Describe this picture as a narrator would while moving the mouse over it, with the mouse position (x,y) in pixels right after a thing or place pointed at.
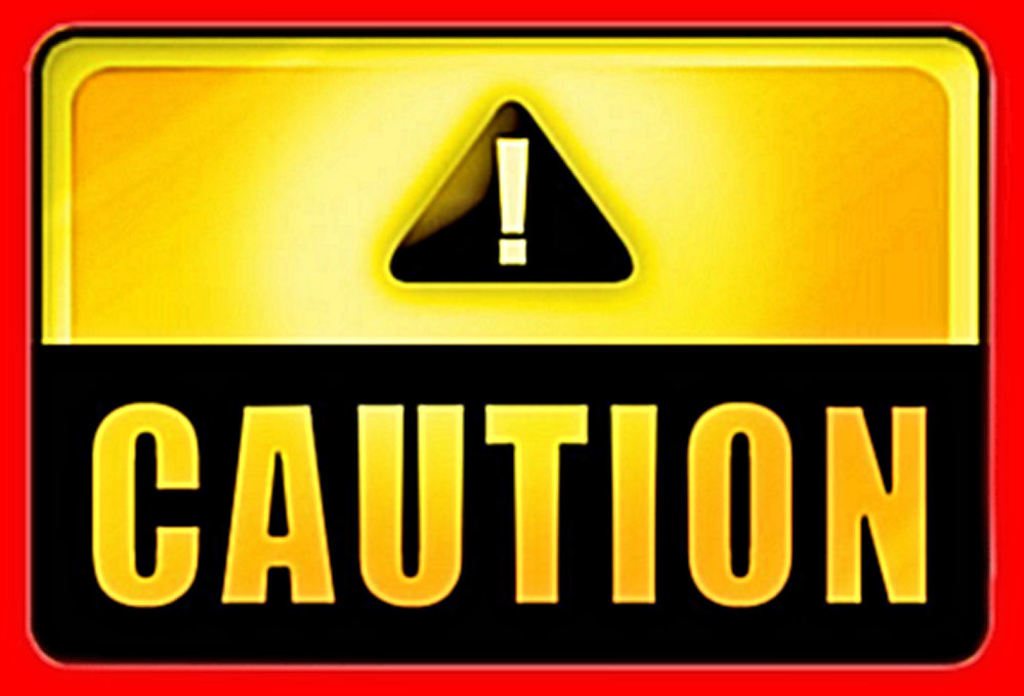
In the center of the image (682,258) there is a edited image (221,134) with text (558,584) and a logo (499,140).
